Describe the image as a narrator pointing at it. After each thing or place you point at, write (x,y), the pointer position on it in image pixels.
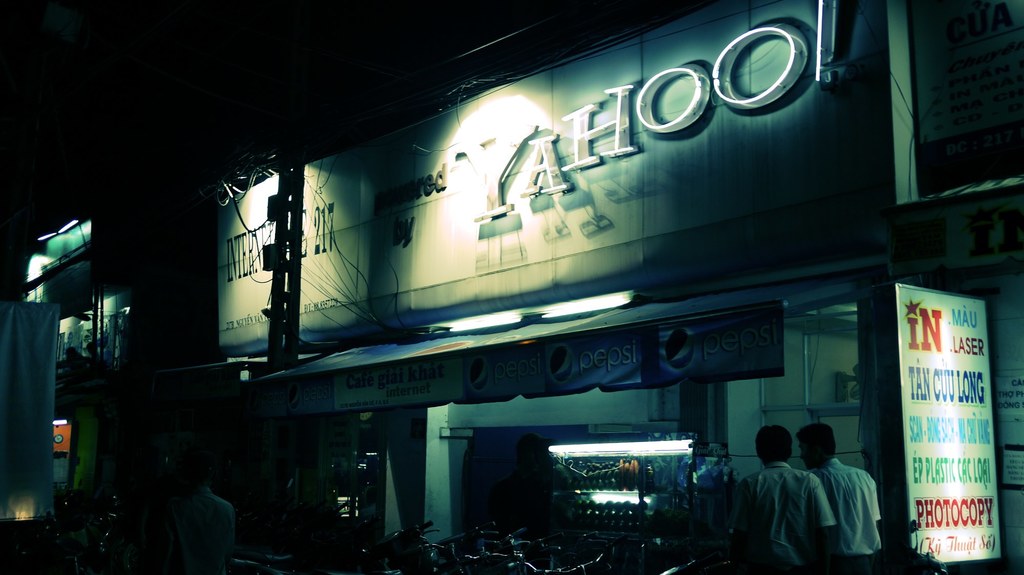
In this image we can see a building (699,264) with text (576,124), there is an advertising board (979,205), a shed (638,337) attached to the building (664,424), in front of the building (676,420) there are a few bicycles (492,527), few persons (211,502) and a stall (649,463) with light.
